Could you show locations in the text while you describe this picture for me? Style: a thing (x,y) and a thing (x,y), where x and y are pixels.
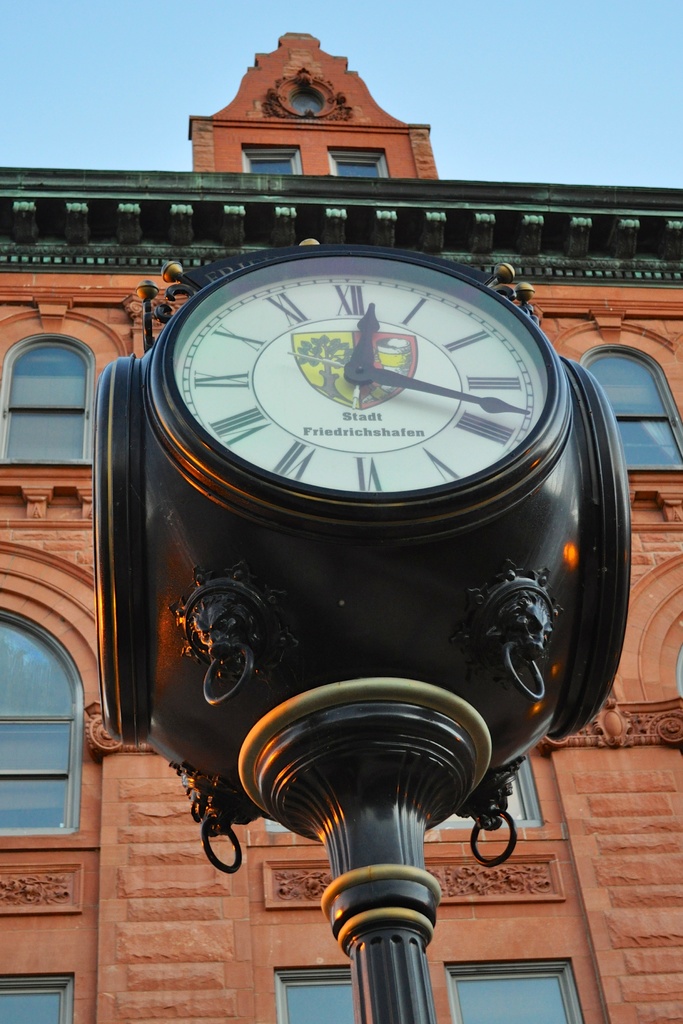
In this image we can see there is a street clock (347,809), behind that there is a building (39,807). In the background (133,59) there is a sky (165,19).
